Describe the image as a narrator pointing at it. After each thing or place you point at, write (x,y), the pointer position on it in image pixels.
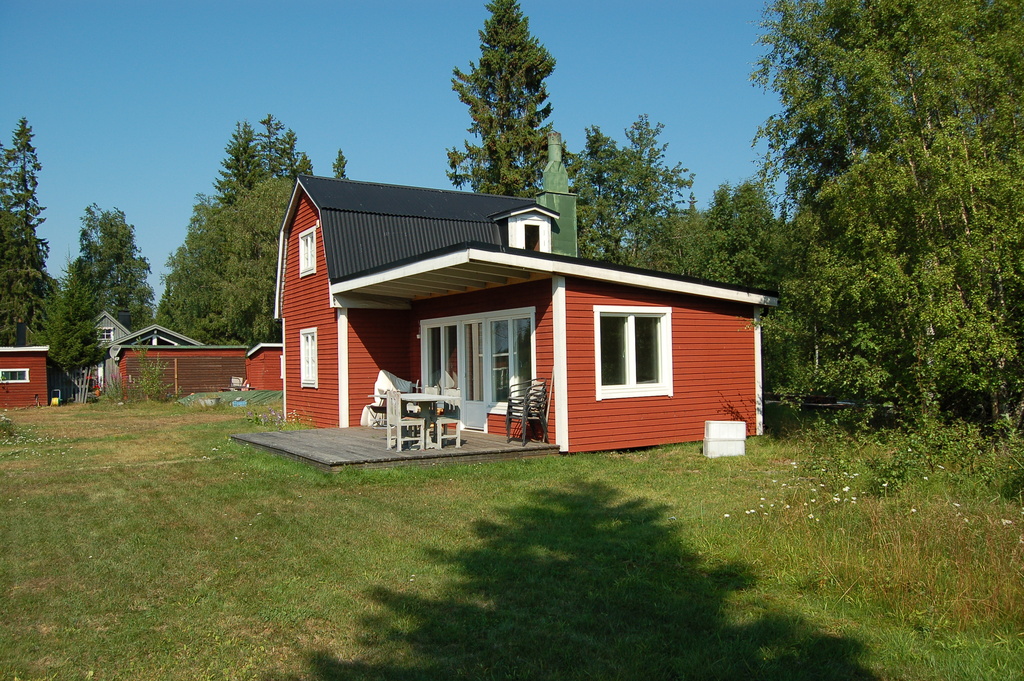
In this image I can see few houses (649,418) in brown color and I can also see few windows (432,368), trees (249,307) in green color and the sky (320,83) is in blue color.
